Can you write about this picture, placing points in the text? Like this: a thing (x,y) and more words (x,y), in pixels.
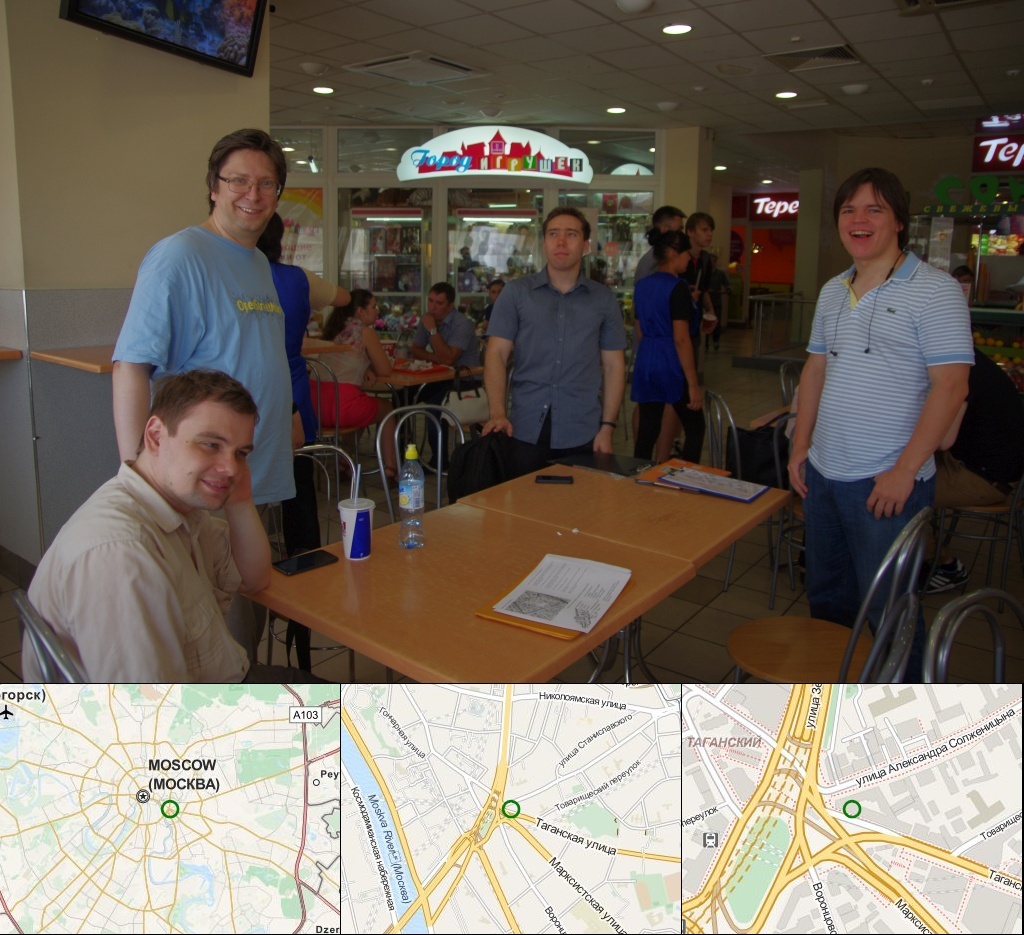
In this picture we see few peoples (198,229) are standing and few are seated on the chairs (54,665) and we see a glass bottle (411,468) paper (526,581) on the table (602,489) and we see a television (191,52) on the wall (172,142).
